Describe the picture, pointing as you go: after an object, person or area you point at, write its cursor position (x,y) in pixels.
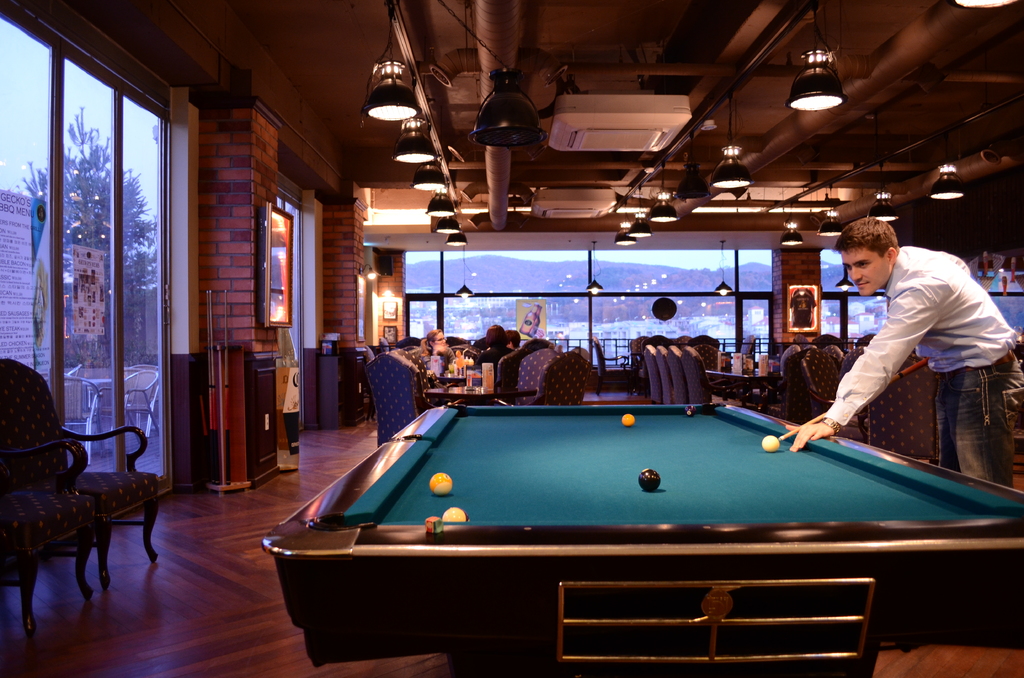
There is a man (966,323) in the image. Who is holding a stick (914,366) and playing table top (734,468) on table top (700,456) there are different type of balls (633,418) like black ball (648,479), yellow color ball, white color ball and left there are two chairs (72,472). Outside of the glass door (57,194) there are hoarding (38,214), tree (80,181), tables (100,382), chairs (100,396) and sky (67,80) on the top (67,86). Inside of the glass door (89,98) we see three different people (486,351) sitting on chair (397,345) and on table (465,391) there are jar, glass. On right side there are few chairs (661,342) and tables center there are mountains (541,277), buildings (576,323) and sky (640,255) on top.
